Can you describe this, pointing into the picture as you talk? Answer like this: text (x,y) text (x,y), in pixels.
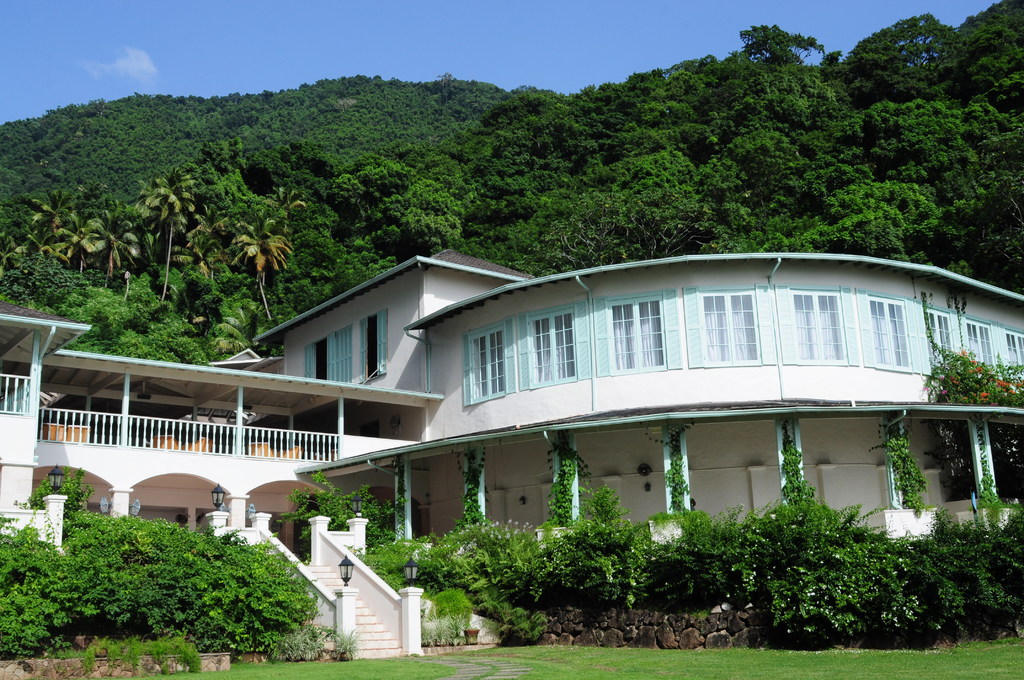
This picture shows a building (502,392) and we see trees (328,237) and few plants (190,626) and grass (418,679) on the ground (588,666) and we see stairs (328,575) and few lights (222,496) and a blue sky (150,58) with some clouds (127,57).
